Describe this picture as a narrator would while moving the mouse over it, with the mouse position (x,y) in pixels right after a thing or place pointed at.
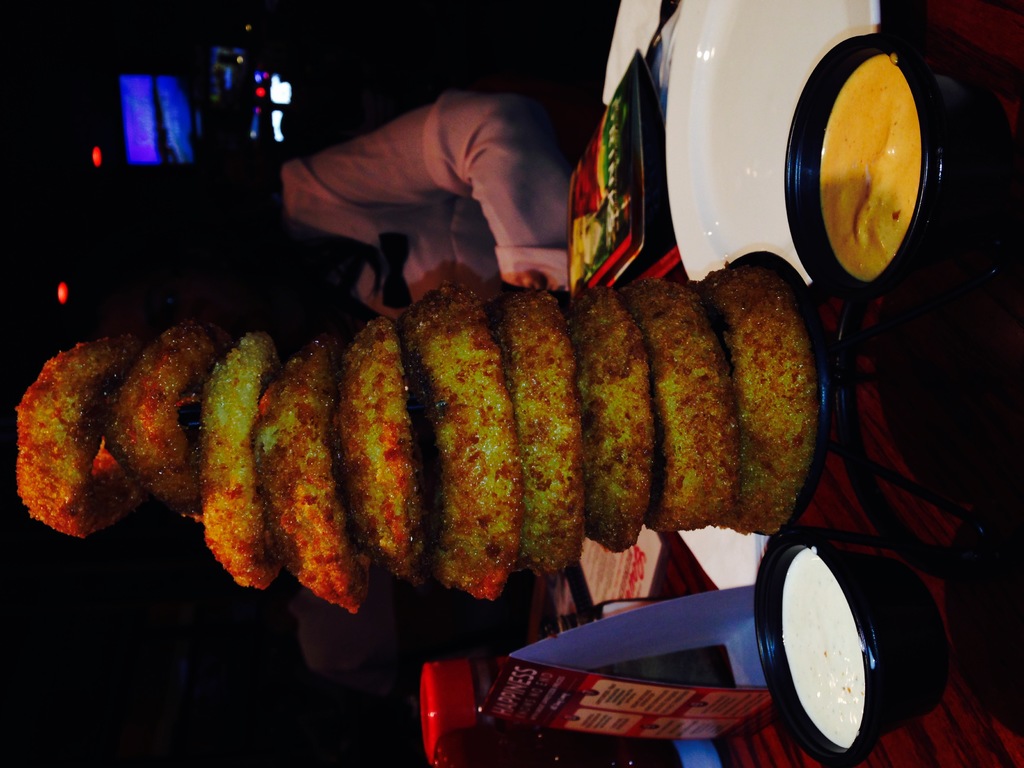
In this image we can see some food items (495,390), bowls (867,590) with food items (896,148), plates (697,19), cards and a few more things (563,761) are kept on a table (887,417). Here we can see a person (530,275) and the background of the image (364,3) is dark.
